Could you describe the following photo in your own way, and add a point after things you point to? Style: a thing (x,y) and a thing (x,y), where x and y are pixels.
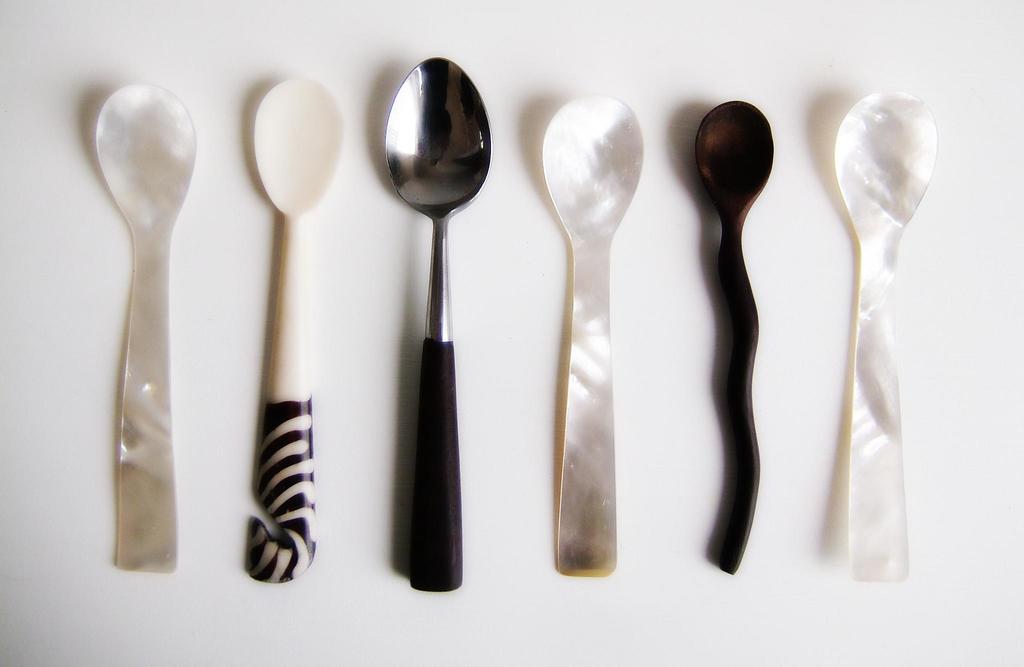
In this picture there are different types of spoons (146,197) placed on the table (993,436). There are six spoons (139,455) here. In the background (505,503) there is white.
